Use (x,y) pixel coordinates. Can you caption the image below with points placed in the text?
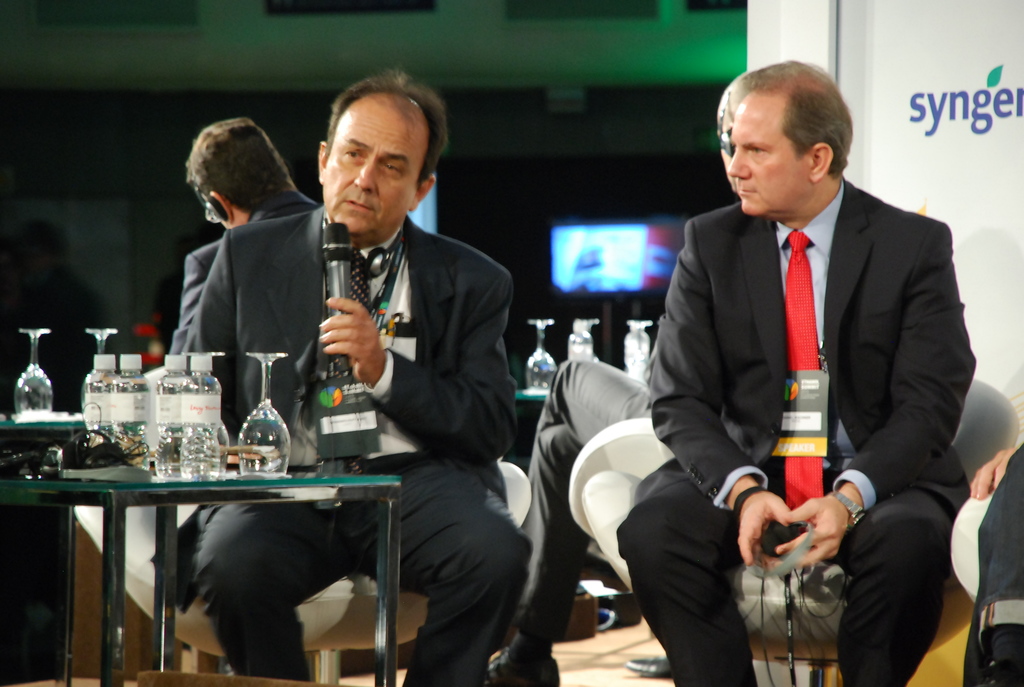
The person (365,369) in the left (291,378) is sitting and speaking in front of a mic (346,254) and there is another person (770,373) sitting beside him and there is a table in front of them which has water bottles (161,406) and glasses (246,419) on it and there are two other people (267,144) sitting behind them.
